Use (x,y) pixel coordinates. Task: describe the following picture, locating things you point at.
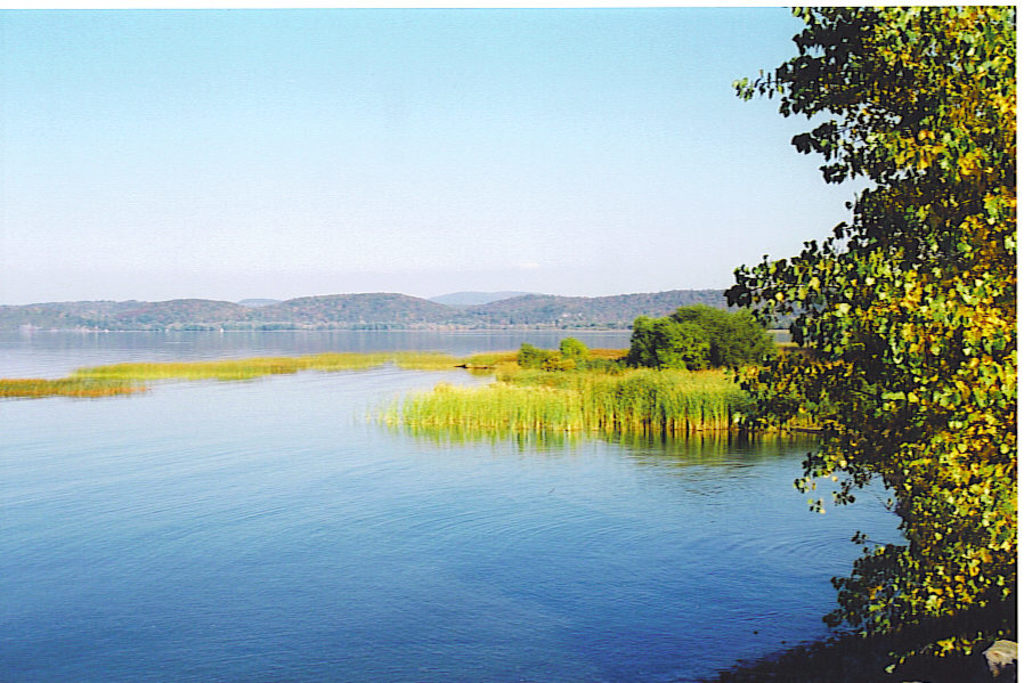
In this picture, we can water (667,679), plants (645,380), trees (697,336), mountains (525,301), and the sky (659,221).
